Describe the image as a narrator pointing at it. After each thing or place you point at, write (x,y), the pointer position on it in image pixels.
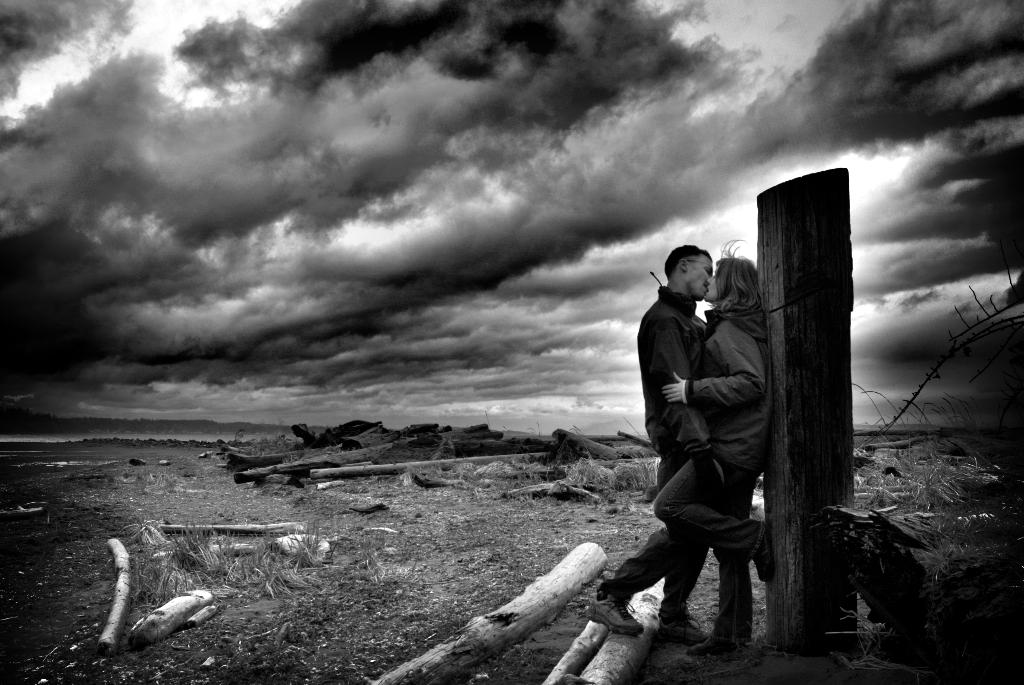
This looks like a black and white image. I can see the man (691,446) and woman (732,404) standing and kissing each other. This looks like a wooden pole (800,641). I think these are the wooden sticks (400,470) and the grass (195,559). I can see the clouds (537,369) in the sky (990,207).
